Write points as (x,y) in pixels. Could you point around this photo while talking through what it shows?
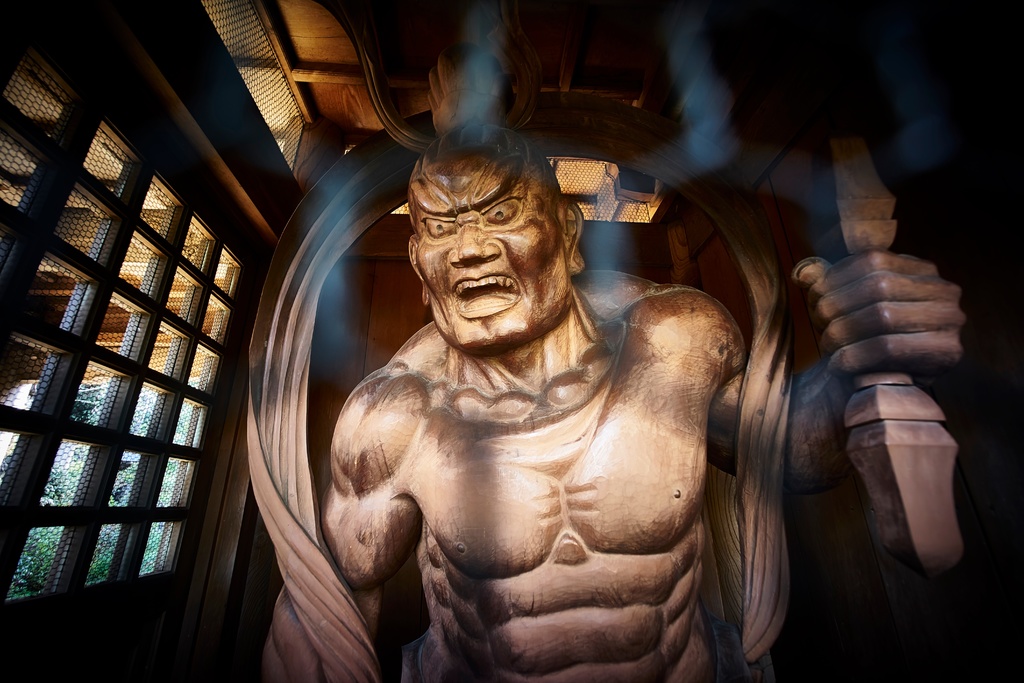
In the foreground (306,377), I can see a person's sculpture (454,444). In the background (199,377), I can see windows (210,363) and walls (225,633). This image taken, maybe in a hall (754,129).
